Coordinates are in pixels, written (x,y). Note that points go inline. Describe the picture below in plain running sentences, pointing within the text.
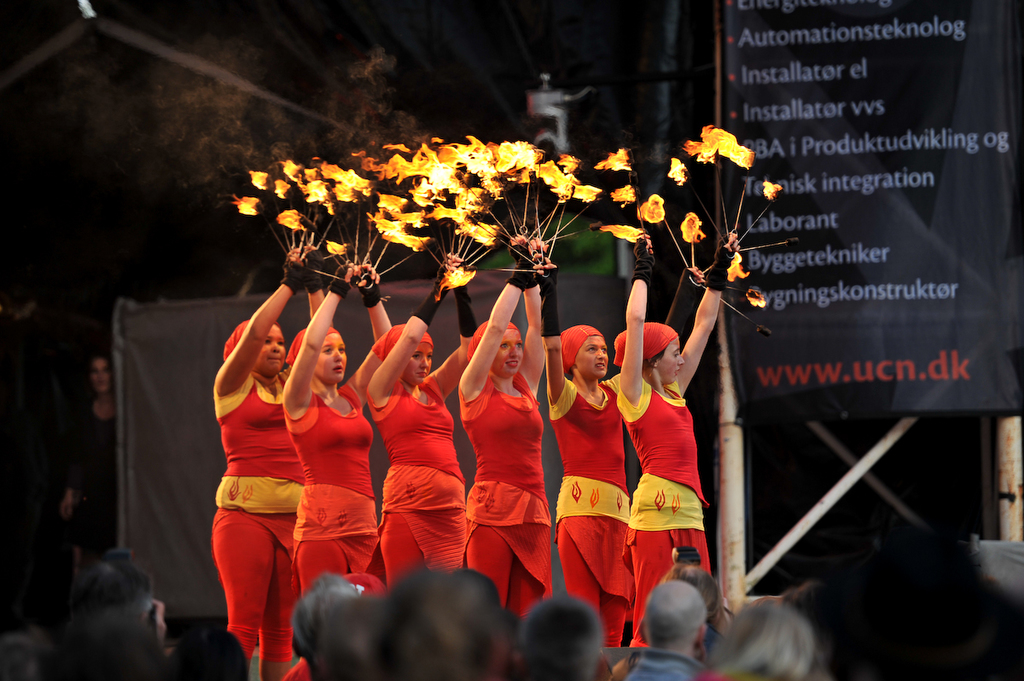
In this picture I can see some women (409,407) who are wearing red dress (491,491) and holding the fire sticks (736,288). At the bottom (545,629) I can see many people's head (394,635). On the right (849,267) there is a banner (1004,303) which is placed on the pole (741,476). In the back (96,409) there is a woman (103,398) who is standing near to the cloth (162,360).
